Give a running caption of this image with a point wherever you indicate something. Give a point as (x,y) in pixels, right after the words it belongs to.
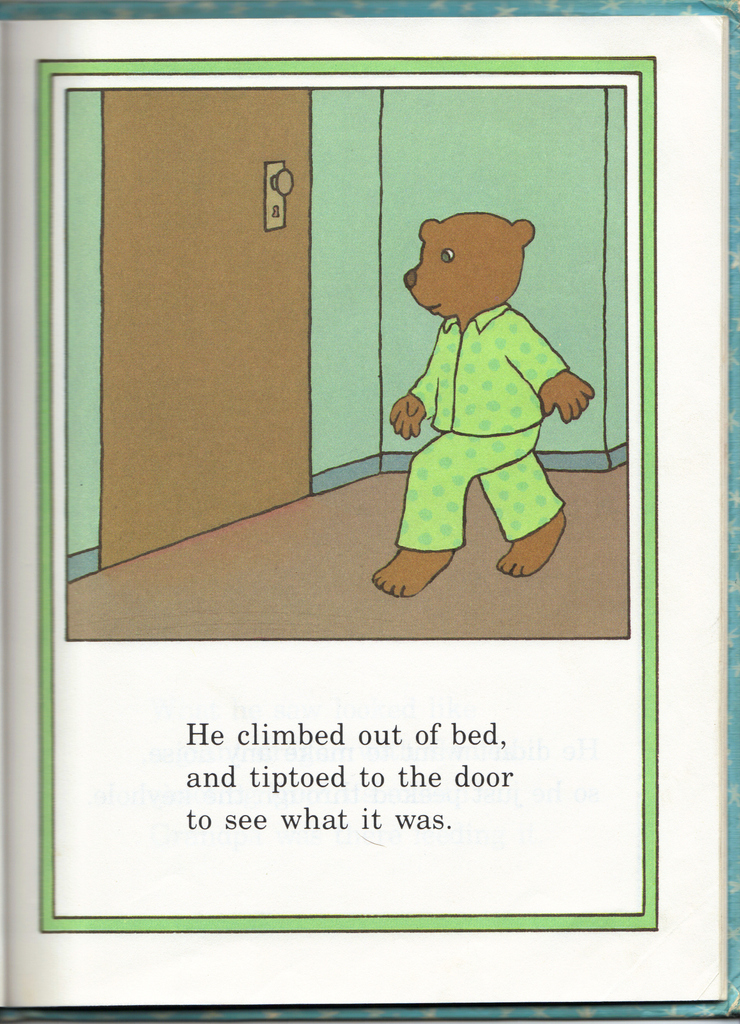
It is an edited image, there is a teddy bear (466,412) walking in front of the door (280,354) and the action of the teddy bear (404,573) is mentioned in the image.
